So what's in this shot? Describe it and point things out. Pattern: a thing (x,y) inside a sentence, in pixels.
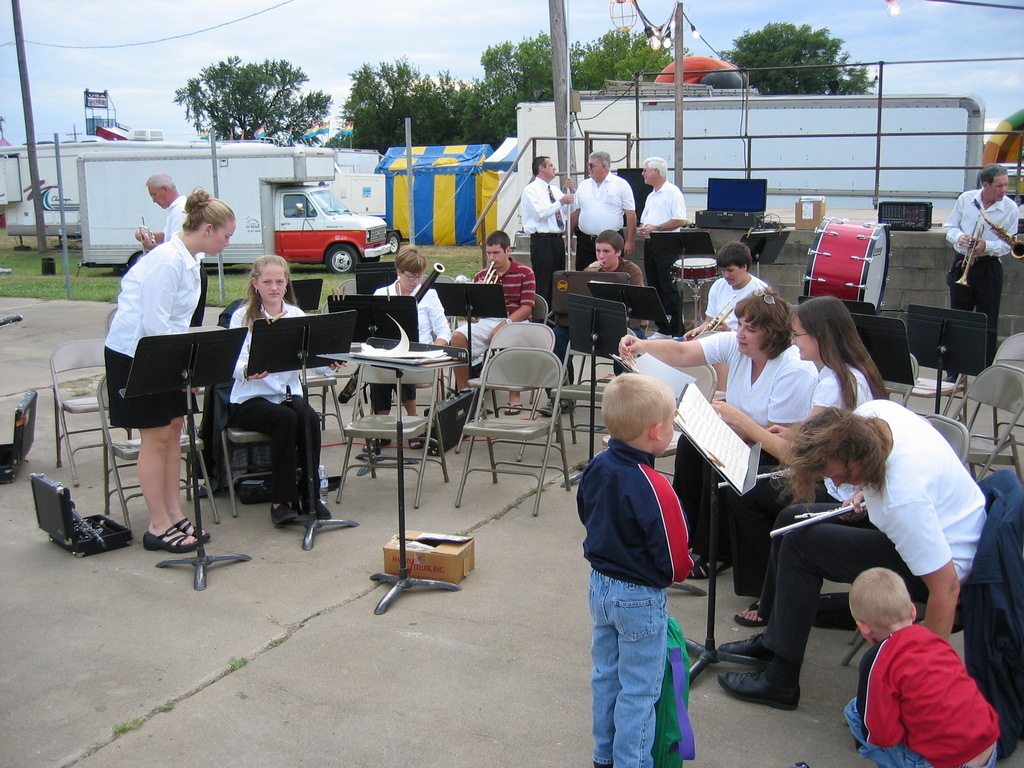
In this image we can see chairs (432,382), stands (432,363), persons (639,430), books (697,427), musical instruments (817,268), van (107,200), tents (406,174), trees (389,110), sky (886,36) and clouds (252,34).
